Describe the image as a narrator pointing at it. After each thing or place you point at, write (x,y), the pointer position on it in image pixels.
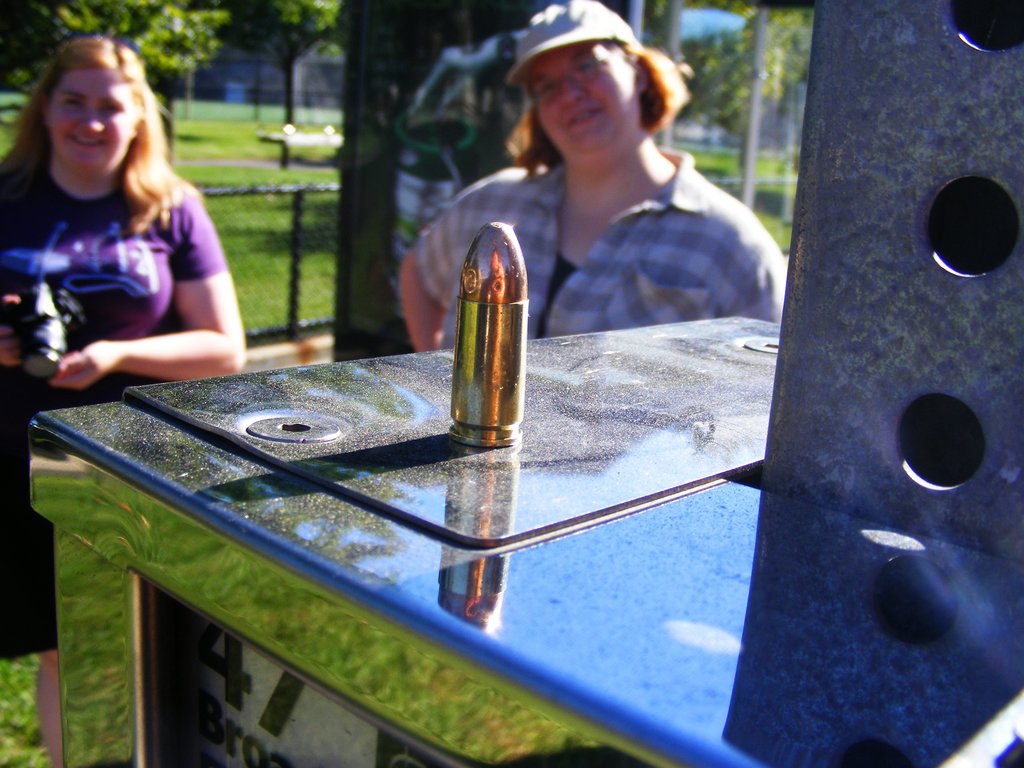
In the image we can see there is a bullet (512,316) kept on the metal box (493,483) and there are women (23,226) standing. Behind there is ground (193,166) covered with grass (218,173) and there are trees (92,26). Background of the image (106,26) is blurred.
